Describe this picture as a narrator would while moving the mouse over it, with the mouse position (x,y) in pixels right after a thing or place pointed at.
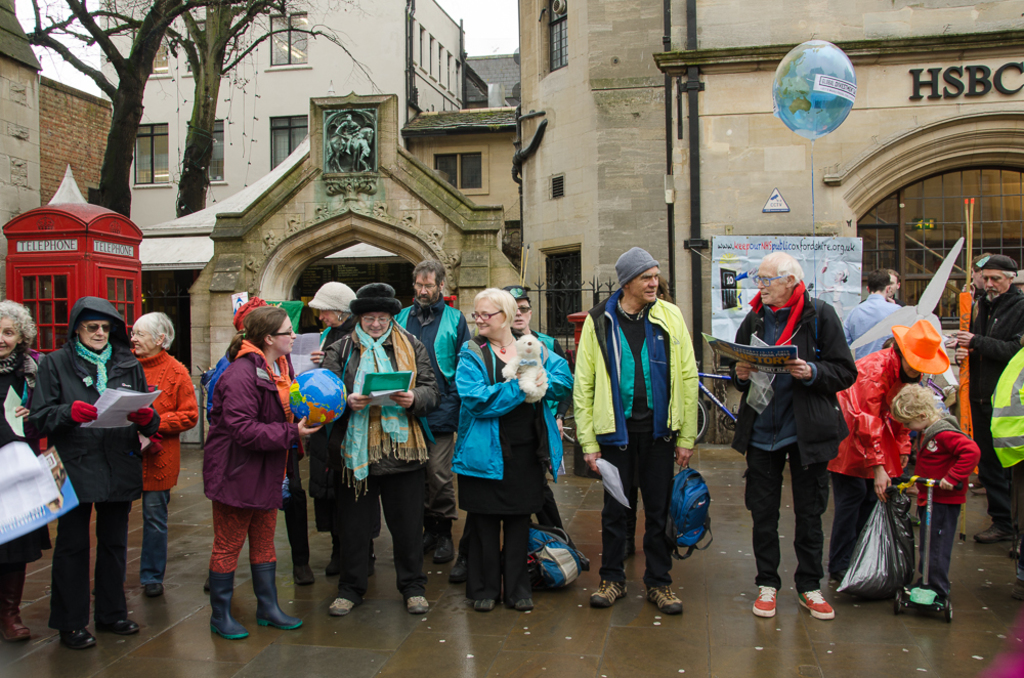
In this given picture, I can see a group of people (88,311) holding books (112,417), holding an object (327,411), holding a toy (533,350) behind this group of people (521,313), I can see a building HSBC (930,123) and two trees (212,80) and a sculpture statue (335,128) and white color building (344,31) which is designed with six windows (294,54).
